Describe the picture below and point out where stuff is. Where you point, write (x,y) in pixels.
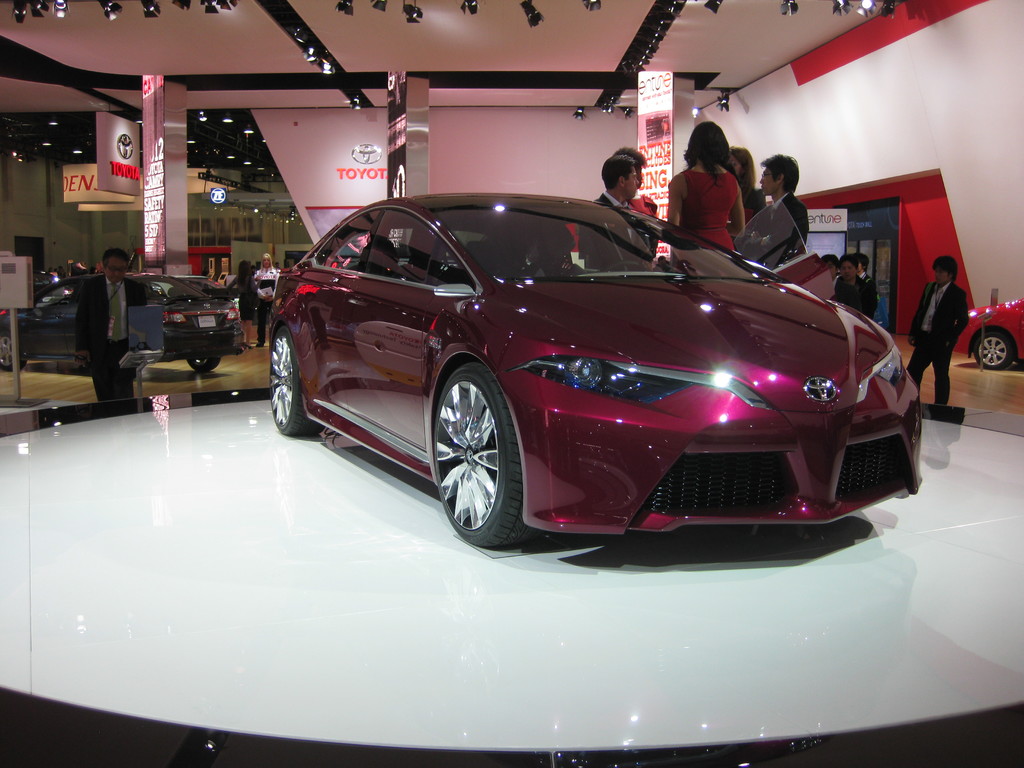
In this picture we can see few cars (416,244) and group of people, in the background (107,159) we can find few hoardings (363,172), lights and metal rods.
